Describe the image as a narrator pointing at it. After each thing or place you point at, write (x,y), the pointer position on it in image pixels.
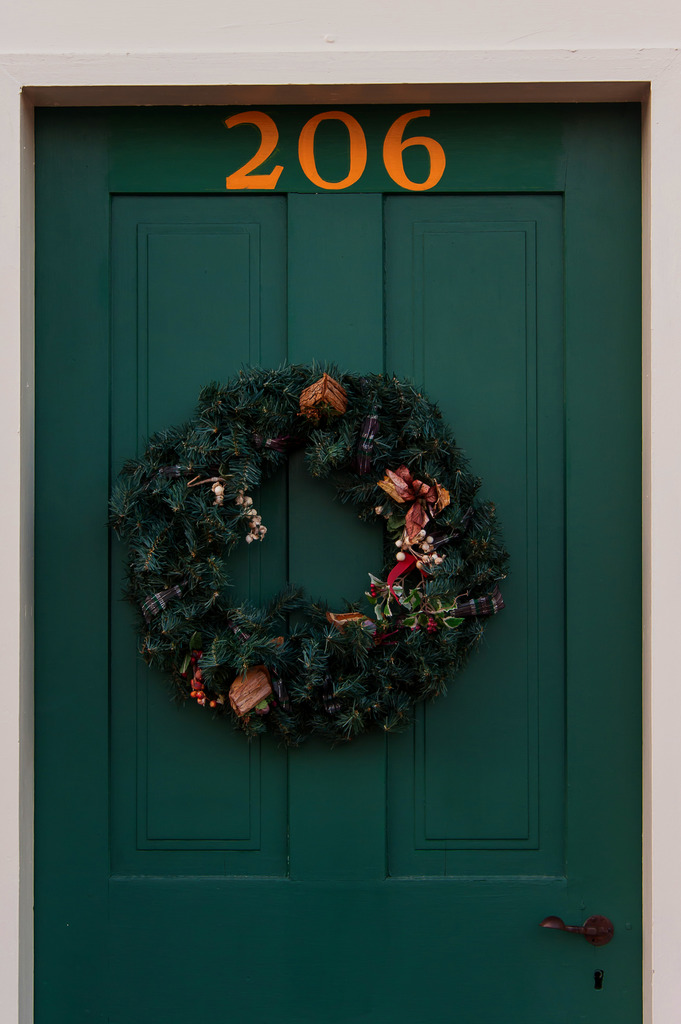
In this image I can see there is a garland (335,648) that is attached to the door (313,519). This door (485,410) is in green color and there is the number (327,188) at the top (271,135) 206 in orange color.
